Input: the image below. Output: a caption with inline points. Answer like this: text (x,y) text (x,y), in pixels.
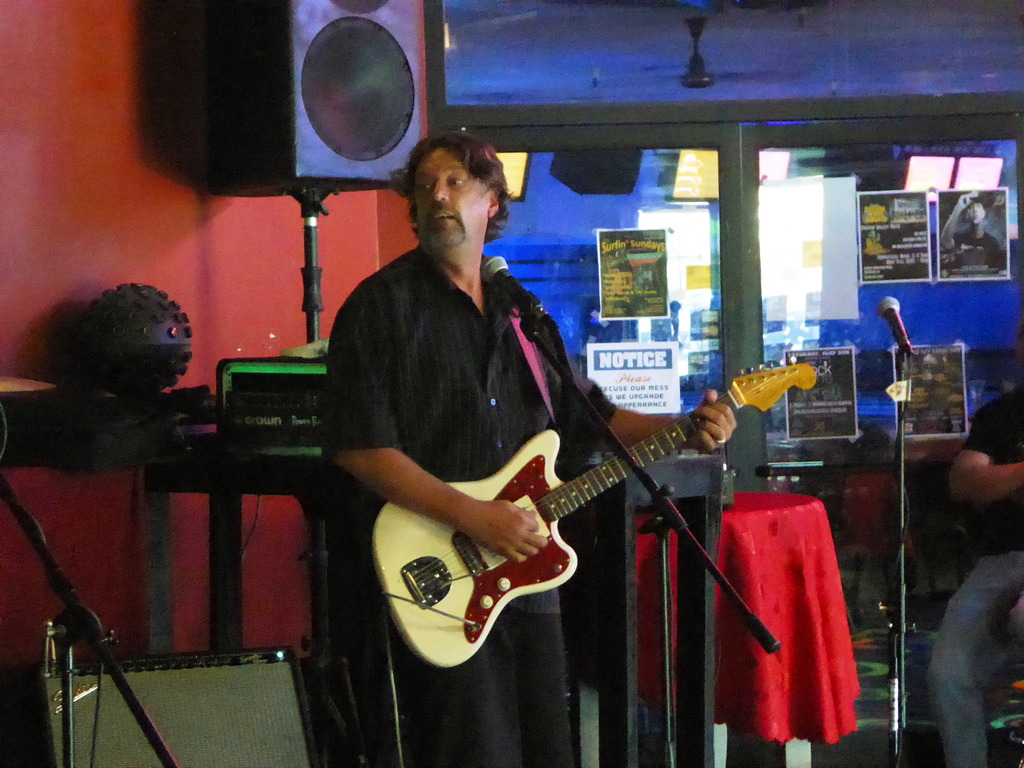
A man (457,448) is playing guitar (480,633). In front of him there is mic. In the right (976,494) one person (980,517) is sitting. There are few tables (776,560) and chair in the picture. There is a speaker (309,122) behind the man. On the top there is a fan (695,47). In the background (639,211) there is a glass wall (591,233) on it some pamphlets (637,300) are stick.
